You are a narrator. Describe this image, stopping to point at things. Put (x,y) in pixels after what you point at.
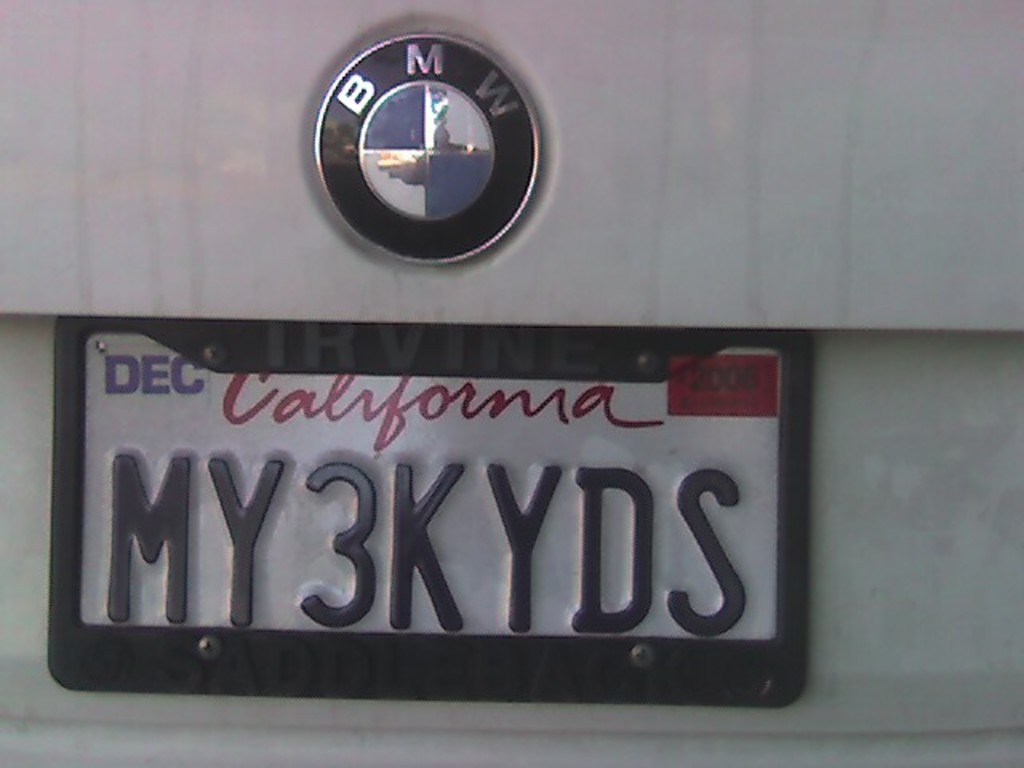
In this picture I can see a BMW logo (435,103) and a number plate (670,424) on the vehicle (694,73).
